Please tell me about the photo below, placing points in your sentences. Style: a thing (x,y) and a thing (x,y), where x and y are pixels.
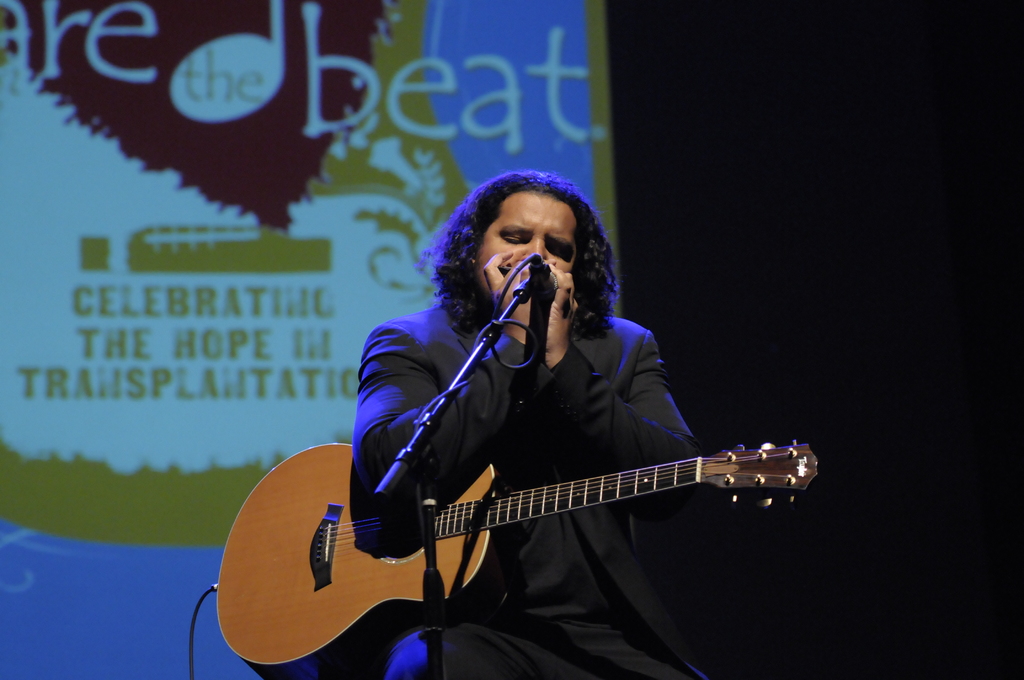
As we can see in the image there is a banner (110,233) and a man (560,262) wearing black color jacket (594,390), playing a harmonica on mic (549,295) and holding guitar (362,536).
